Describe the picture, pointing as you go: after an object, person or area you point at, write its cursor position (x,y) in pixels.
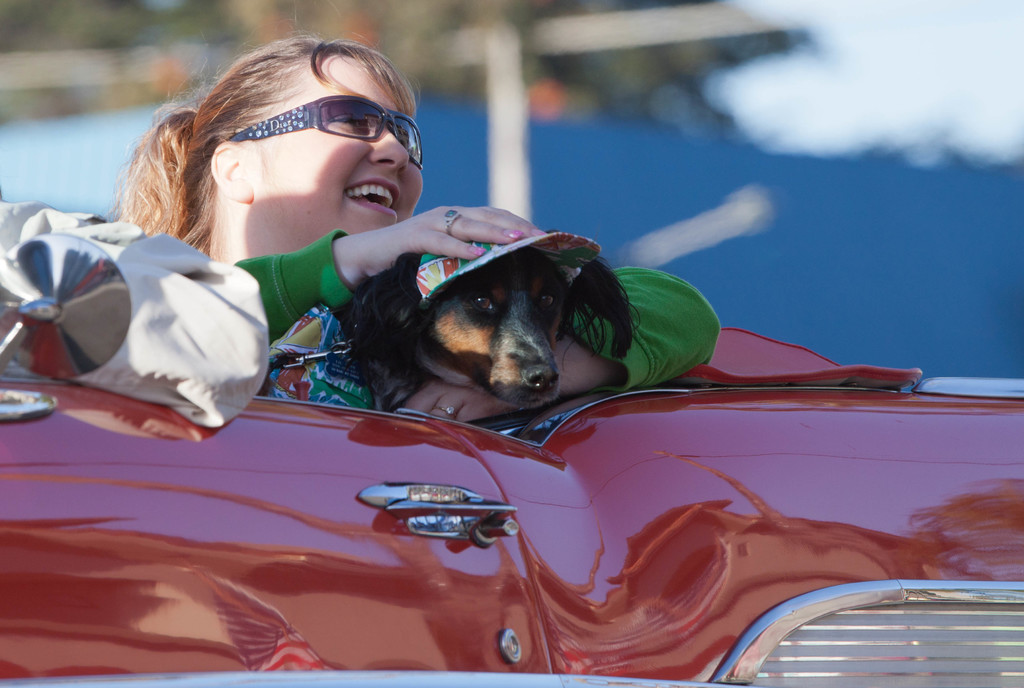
In this image, woman (344,250) is sat on red color car (268,482). On left side (93,339), there is a side mirror (71,318). At bottom (465,508), there is a door holder (456,508). She hold a dog (483,299) and she is smiling. Background (849,251), we can see blue color and white, some trees (554,90) here.
